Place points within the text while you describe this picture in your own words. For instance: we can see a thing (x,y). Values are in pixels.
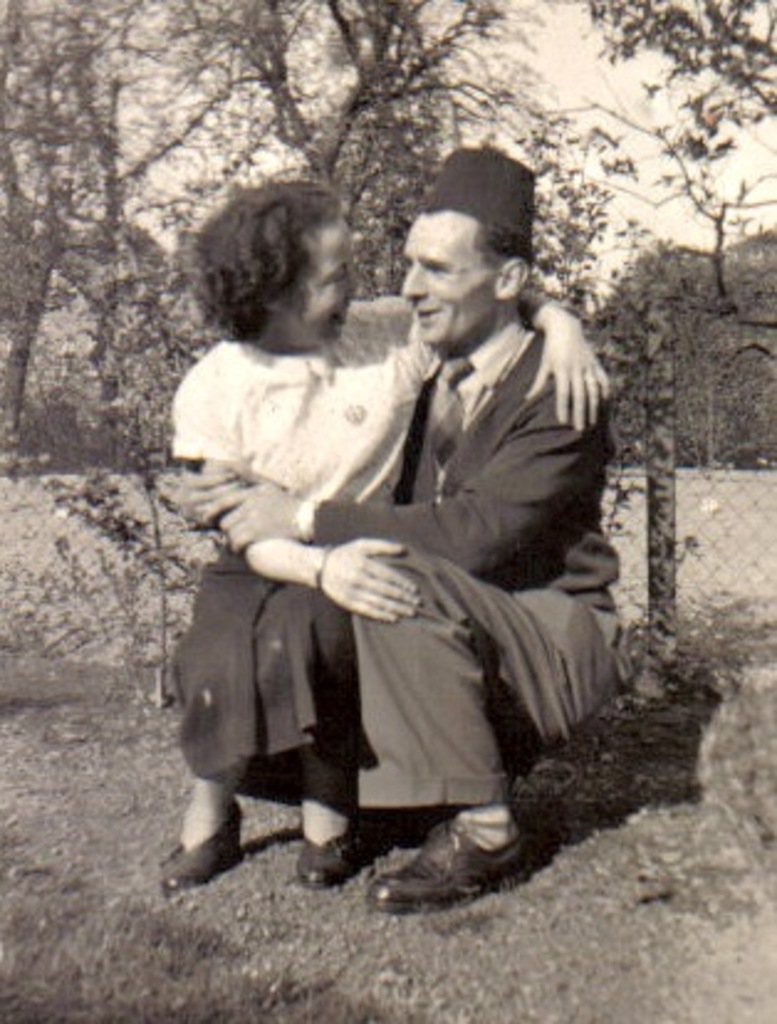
This is a black and white image. On the right (519,382) there is a person (484,374) wearing suit (495,476), smiling and squatting on the ground (431,917). On the left (258,292) there is a woman (293,369) wearing blouse (335,414) and seems to be sitting on the lap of a person (448,250). In the background (605,29) we can see the sky (594,56), net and trees (234,104).
